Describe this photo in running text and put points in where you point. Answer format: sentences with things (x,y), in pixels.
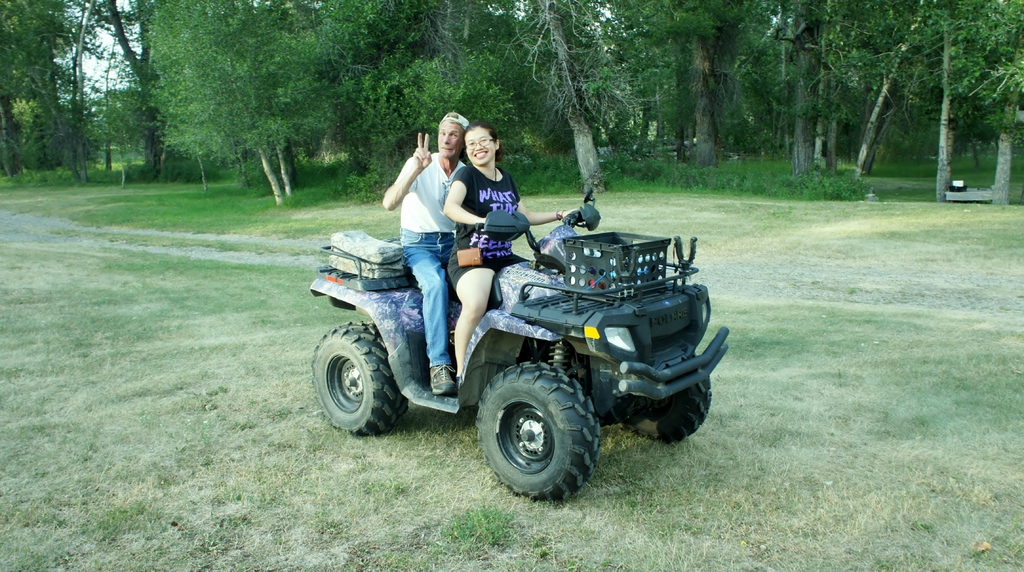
This image consists of two persons (469,295). In the front (493,297), the woman (475,286) sitting on a vehicle (494,283) is wearing a black T-shirt (478,242). Beside her, there is a man (431,249) sitting is wearing a white T-shirt (418,226) and a blue jeans (437,298). They are both sitting on a vehicle (473,348) which is in black color. At the bottom (445,480), there is green grass (318,453) on the ground (239,485). In the background (473,30), there are many trees (358,16).
